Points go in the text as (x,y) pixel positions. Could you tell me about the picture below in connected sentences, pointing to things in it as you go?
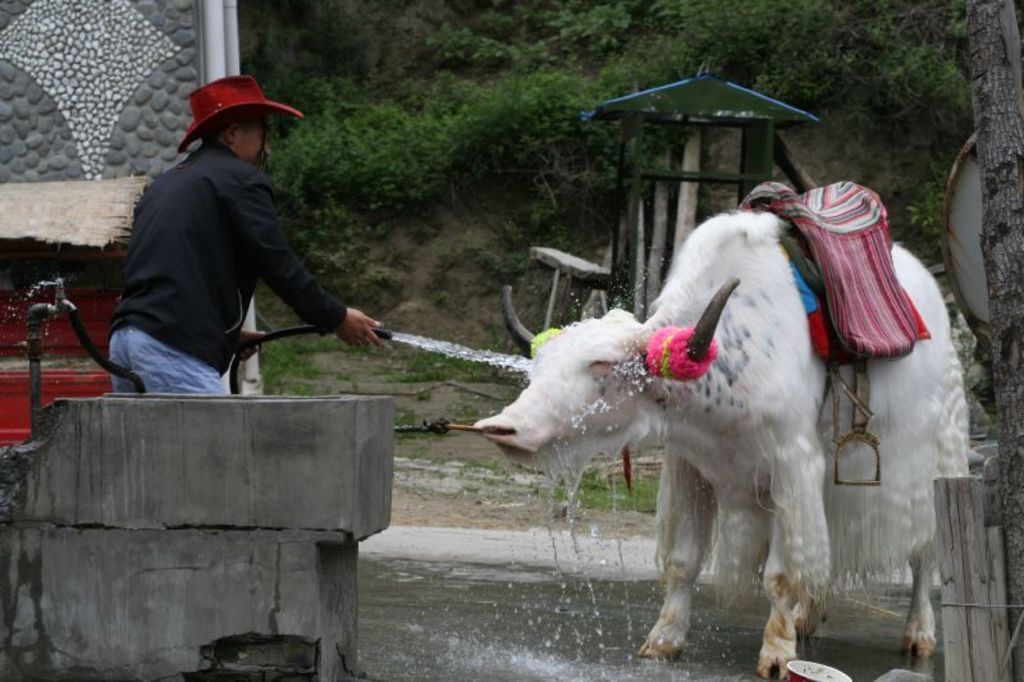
In this picture I can observe an animal (745,419) on the right side (772,387) which is looking like a cow (782,428). This animal (742,376) is in white color. On the left side (223,311) I can observe a man (216,308) wearing red color hat (197,97). In the background (409,135) there are some plants (521,109) on the ground (384,244).
